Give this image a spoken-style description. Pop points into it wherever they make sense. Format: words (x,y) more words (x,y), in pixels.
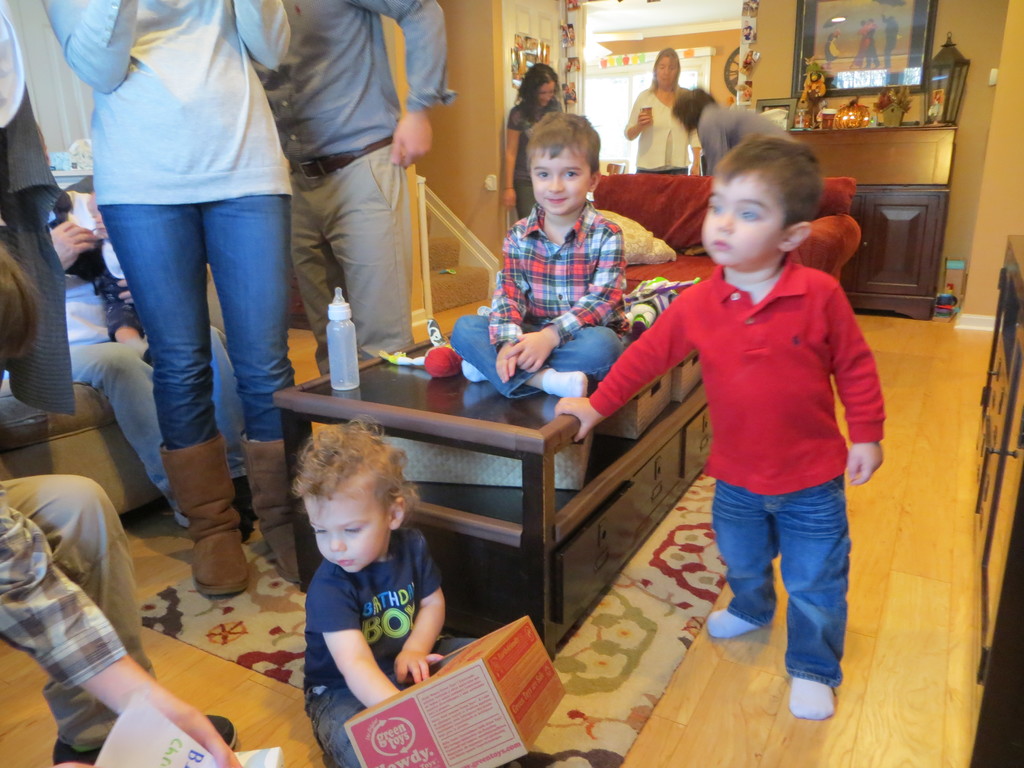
In this image I can see number of people (772,181) where few of them are sitting and few of them are standing. Here I can see a child (328,604) is holding a box (495,656).
